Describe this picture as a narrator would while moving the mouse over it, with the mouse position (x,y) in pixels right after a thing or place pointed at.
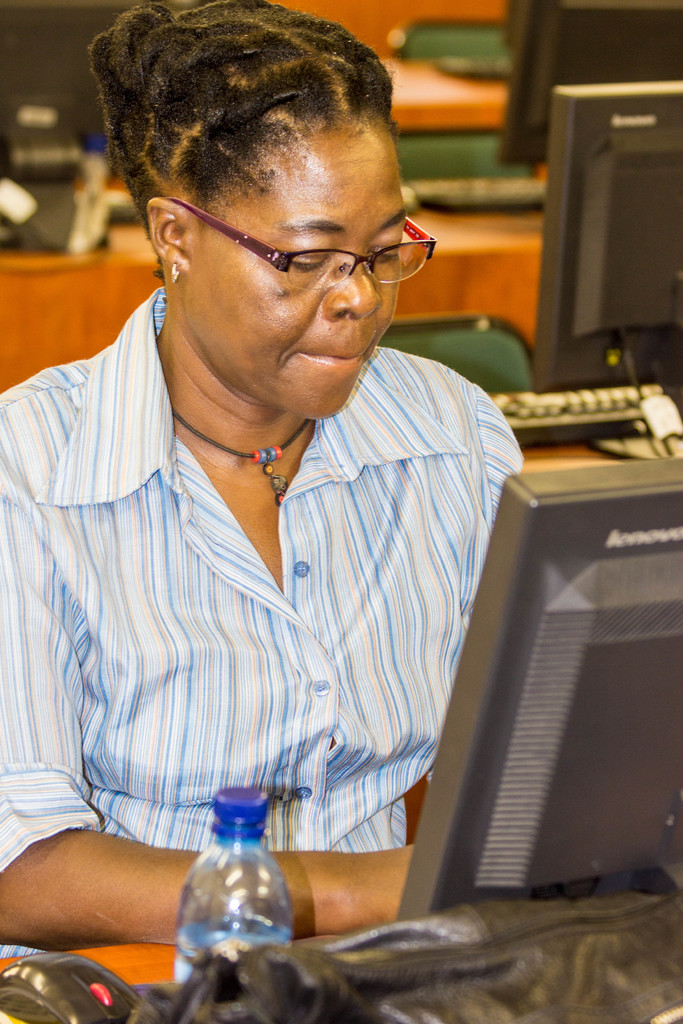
Here we can see a woman (198,583) with a system (455,721) in front of her and a bottle of water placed on the table (60,951) behind her also we can see systems (545,257) with chairs (486,330) and tables (481,98) present.
